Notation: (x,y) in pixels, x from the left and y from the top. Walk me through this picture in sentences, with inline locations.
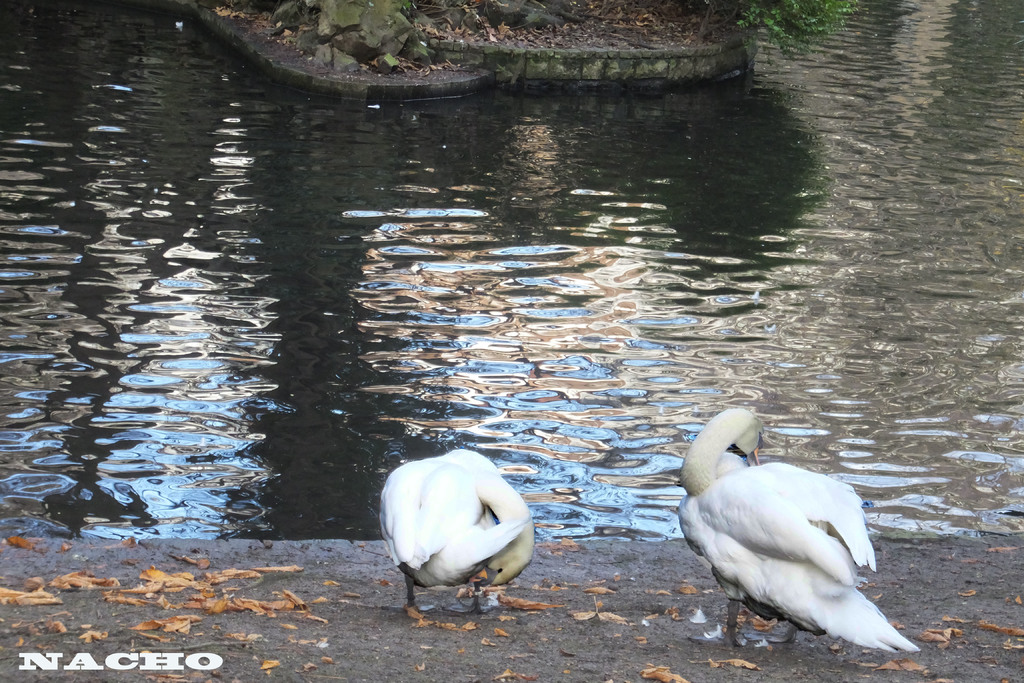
In the center of the image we can see two swans (442,534), which is in white color. At the bottom left side of the image (111,664), we can see some text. In the background (461,17) there is a wall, leaves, rocks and dry leaves (441,5).
